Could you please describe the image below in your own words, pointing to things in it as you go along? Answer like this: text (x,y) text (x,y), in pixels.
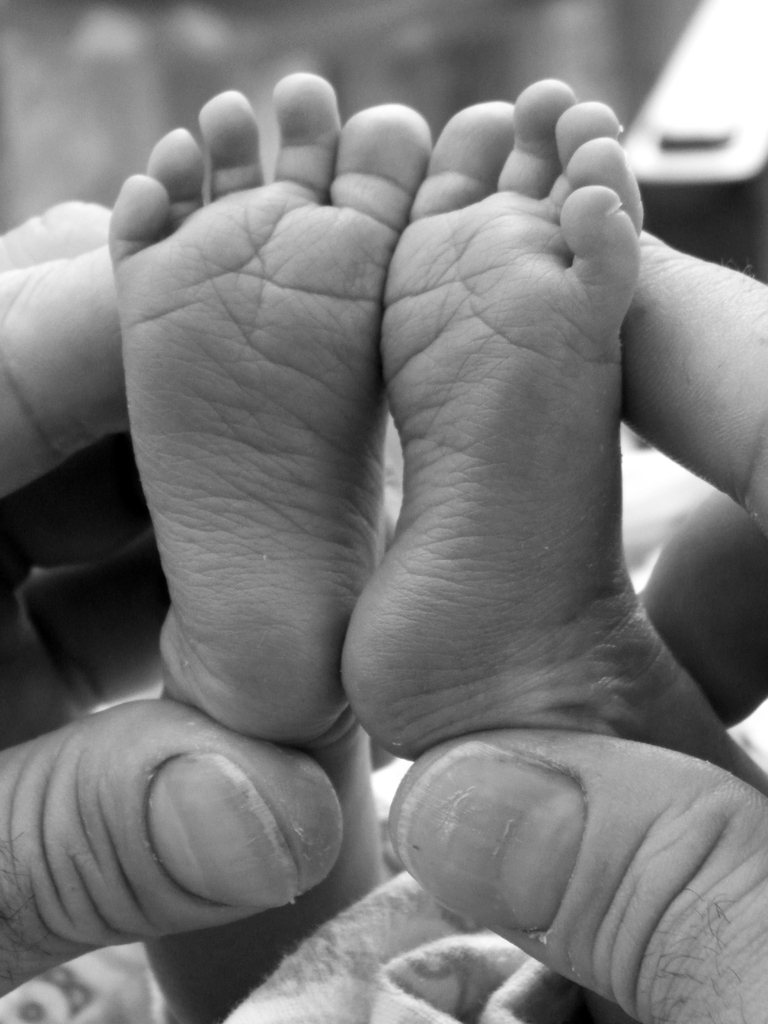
In this image we can see the hands (502,765) of a person (598,776) holding legs (377,560) of a small baby (399,623).
